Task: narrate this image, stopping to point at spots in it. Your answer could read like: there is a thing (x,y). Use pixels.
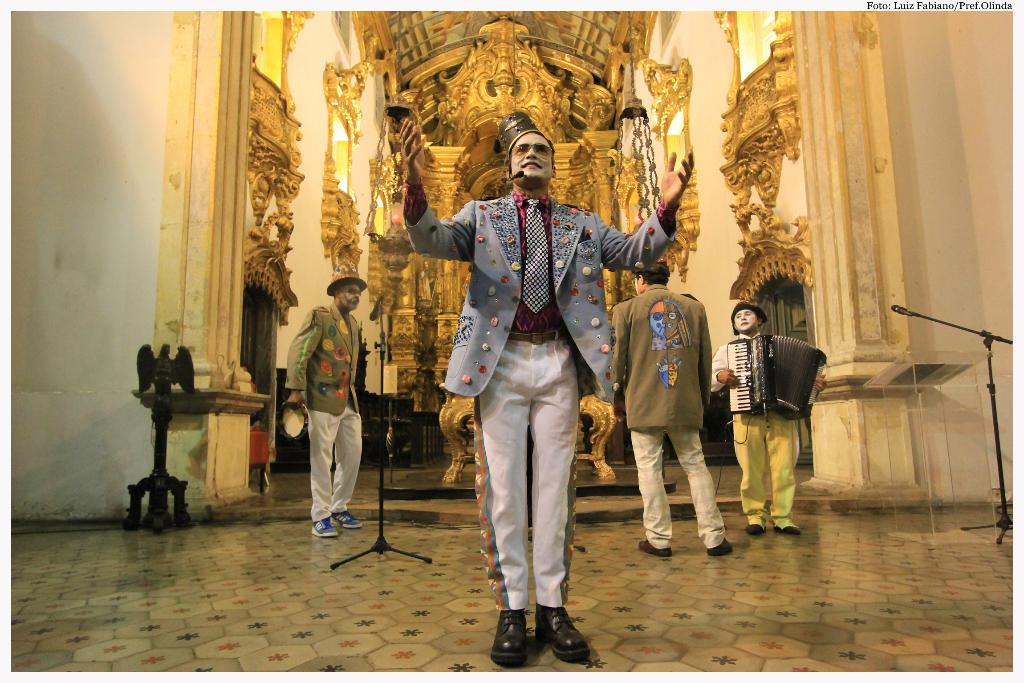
In front of the image there is a person (511,300) standing on the floor (320,670). Behind him there are two people (292,366) standing. There is a person (777,458) holding the musical instrument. There are mike's stands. There is a podium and there is some other object (179,518). In the background of the image (413,355) there are some carvings (588,74) and structures (858,227) on the wall (717,330). There is a chair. There is some text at the top of the image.
